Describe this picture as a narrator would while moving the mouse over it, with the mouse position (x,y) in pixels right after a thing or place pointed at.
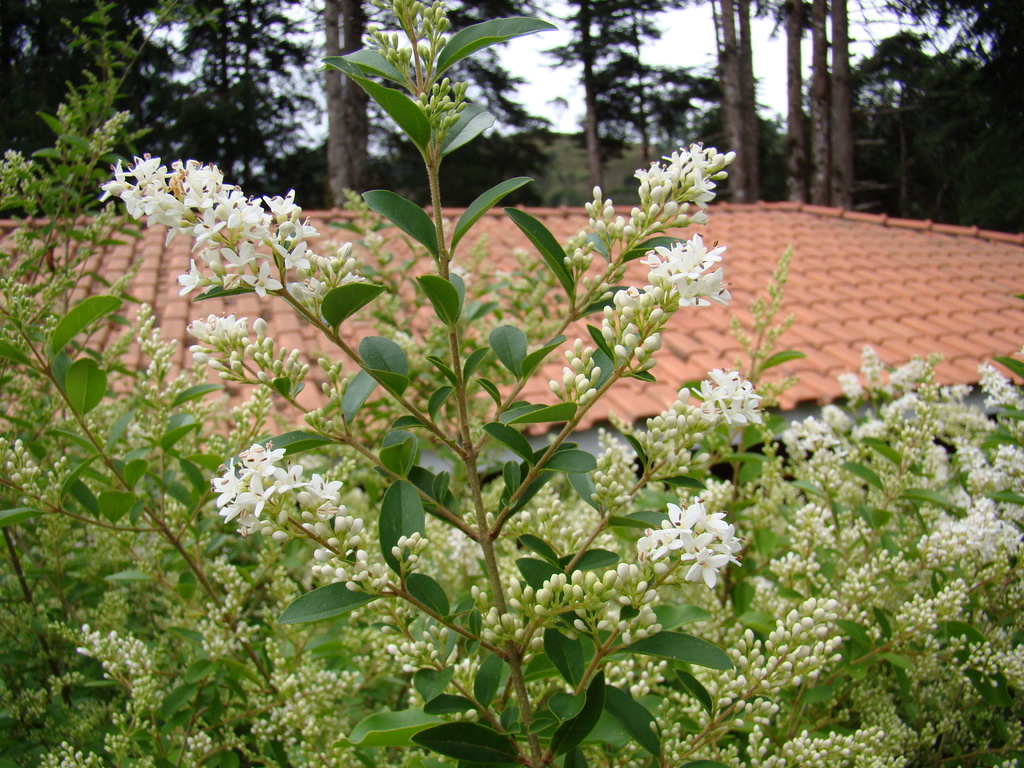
In this image we can see some plants (609,368), flowers (255,492), trees (897,8), a house (729,241), and the sky (511,94).
